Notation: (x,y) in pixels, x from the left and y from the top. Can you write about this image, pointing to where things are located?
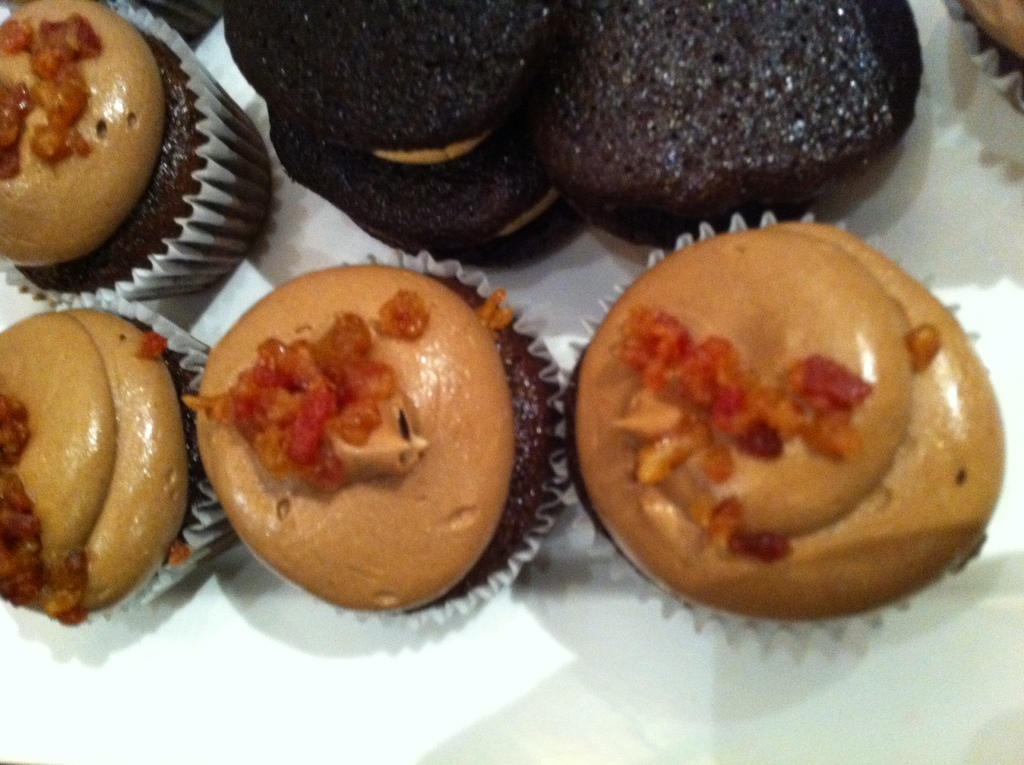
Here in this picture we can see number of cupcakes (454,271) and cookies (391,214) present on the table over there.
